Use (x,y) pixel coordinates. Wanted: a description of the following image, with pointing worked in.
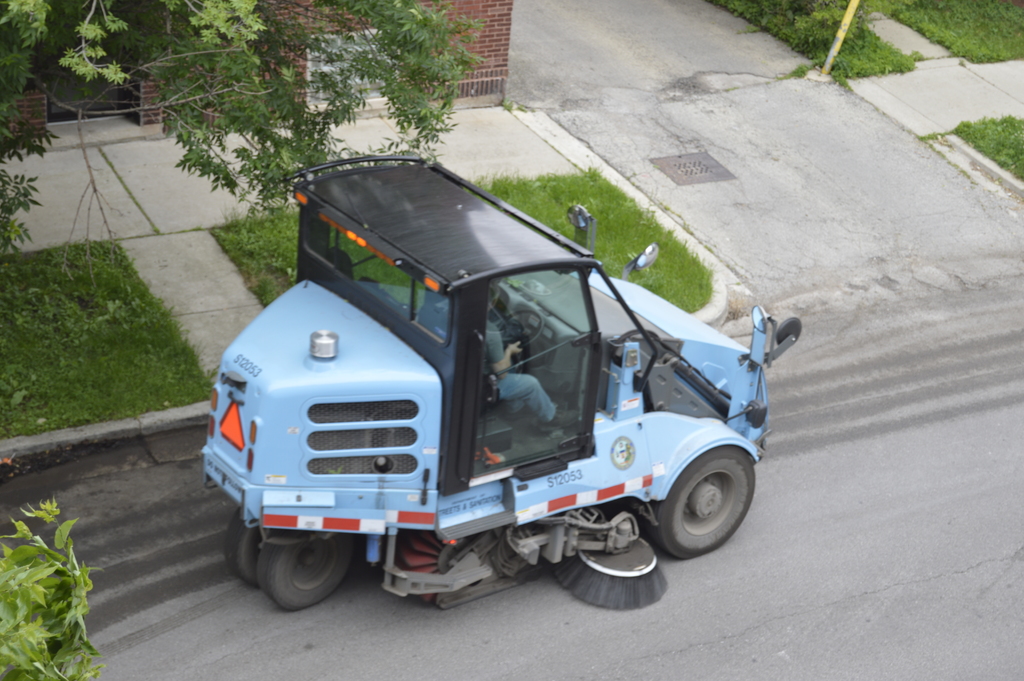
In this image, we can see a person (528,376) is riding a vehicle (506,458) on the road (928,517). Here we can see grass (104,396), road (806,235), walkways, wall (501,43), pole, leaves (68,641) and stems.
